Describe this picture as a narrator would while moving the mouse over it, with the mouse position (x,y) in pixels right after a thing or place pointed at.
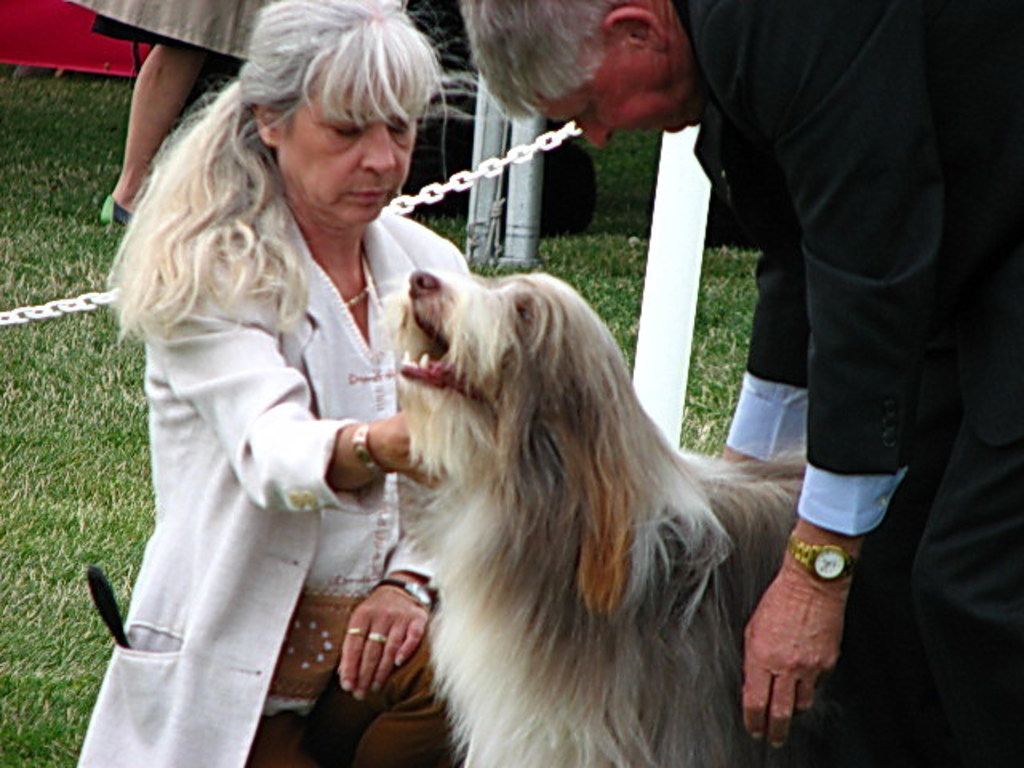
This woman (317,568) wore white jacket (211,654) and holding his dog (568,497). Backside of this dog (610,536) a person (836,461) is standing and wore a black suit (790,119). This is grass (74,419). Far a person (155,102) is standing.
